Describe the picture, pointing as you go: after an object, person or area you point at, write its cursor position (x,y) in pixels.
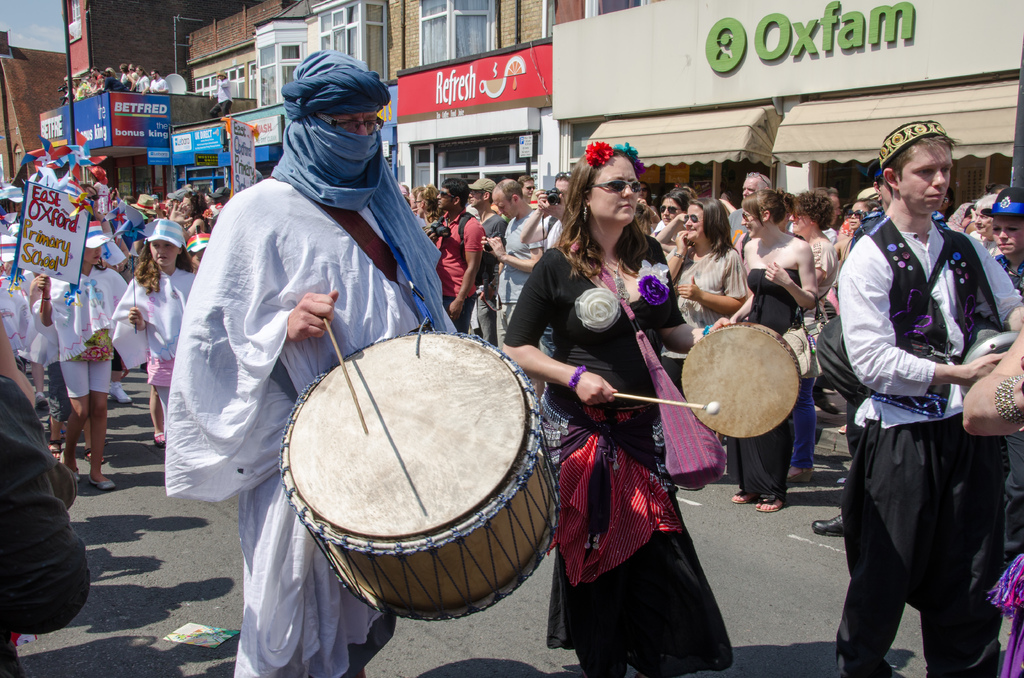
In this picture we can see group of people (266,255) and this people (336,204) are walking on the road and in front (345,107) we can see man (339,123) wore spectacle (349,123), scarf (315,136) on his neck (373,186) playing drums (446,420) and woman (578,382) beside to him carrying bag (670,382) and playing drums (703,369) and in background (244,51) we can see building (644,34), sunshade (634,127) and terrace (171,80) also some group of people (97,77) are standing.
